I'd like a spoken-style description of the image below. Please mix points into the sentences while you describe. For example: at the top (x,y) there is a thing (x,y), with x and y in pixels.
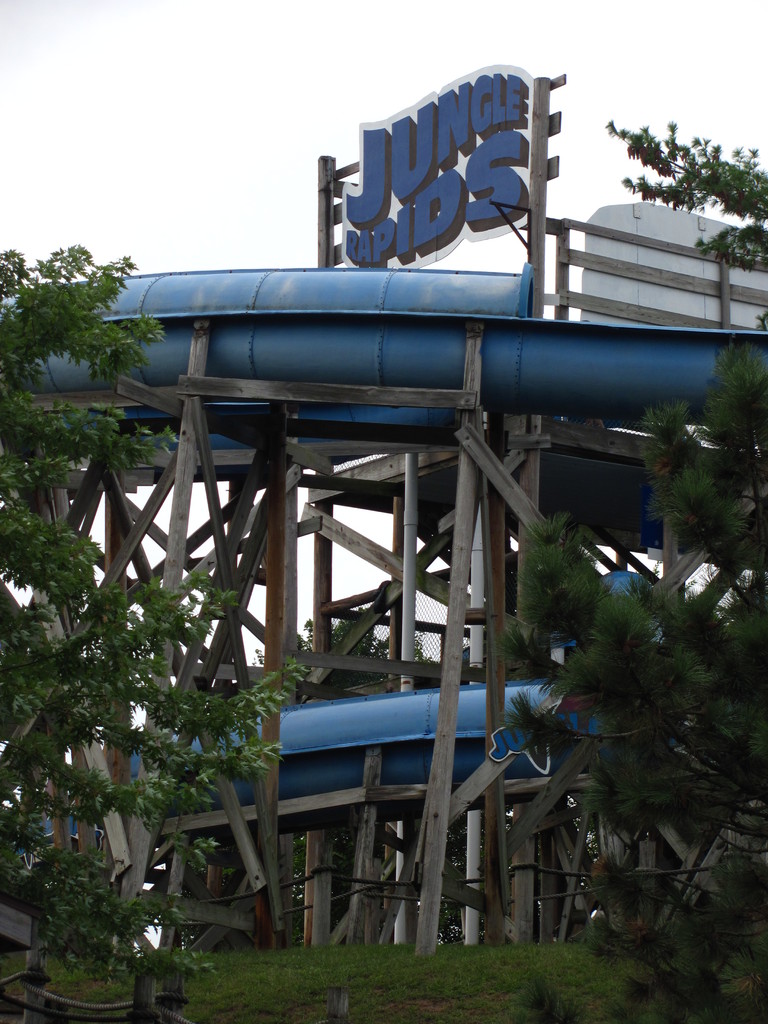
This picture is clicked outside. In the foreground (630,945) we can see the green grass (332,966) and the plants (659,818). In the center (404,372) there is a blue color object (428,343) seems to be the slide (484,364) and we can see the wooden poles (429,552) and the text (418,237) on the board (432,135). In the background (331,69) there is a sky (659,91).
